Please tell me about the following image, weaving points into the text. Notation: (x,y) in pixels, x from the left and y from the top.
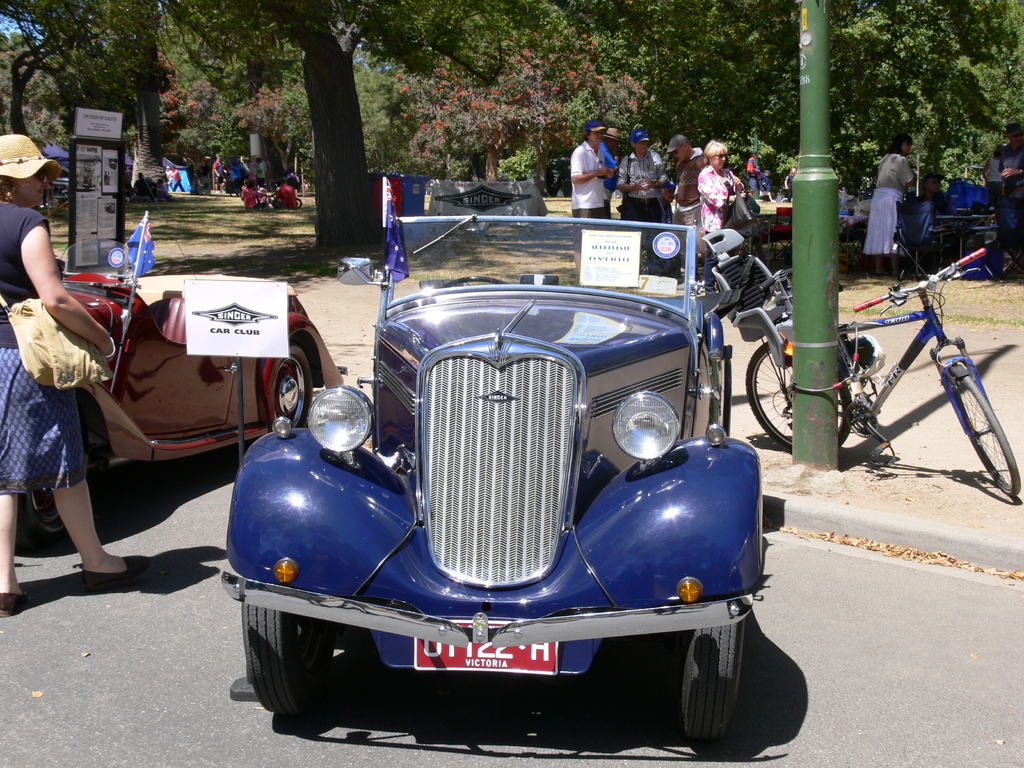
In this image we can a group of motor vehicles (578,280) parked aside on the road (136,473). We can also see the flags (141,228). On the left side (86,310) we can see a board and a woman (61,413) standing on a road (131,520). On the backside (671,195) we can see a group of people (709,218) standing, a group of trees (413,129), plants (559,112) and some people (261,204) sitting on the ground (268,221).
